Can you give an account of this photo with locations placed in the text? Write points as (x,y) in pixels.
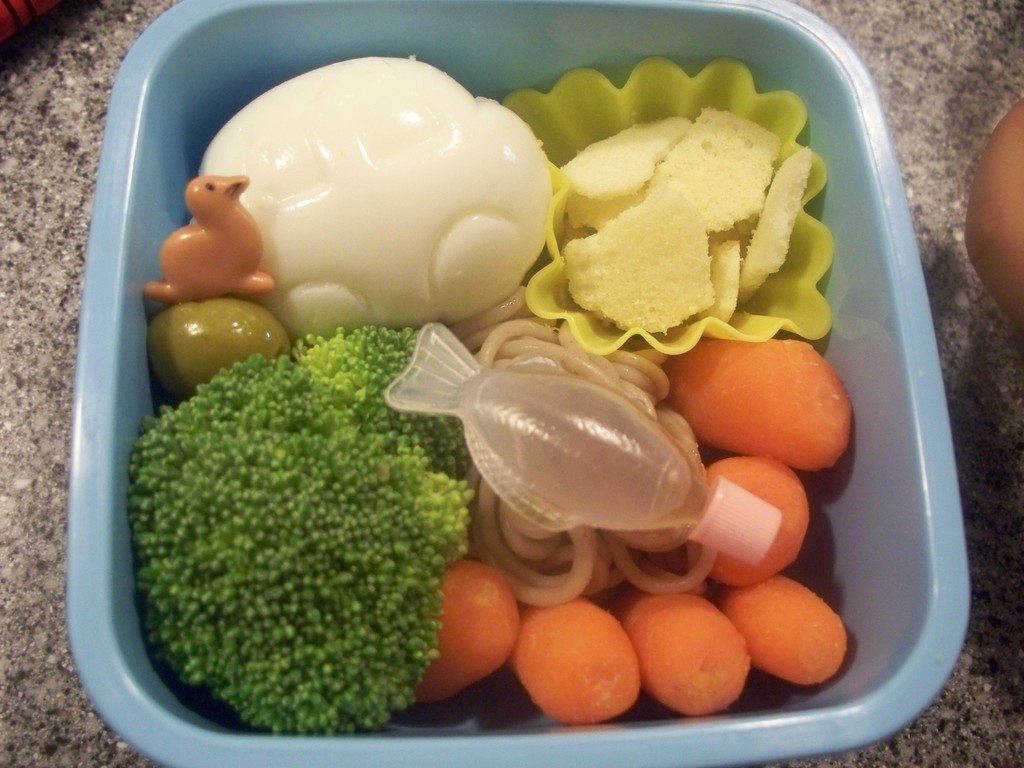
In the center of this picture (469,265) we can see a blue color bowl (83,342) containing food items (399,358) and some toys (497,412). In the background (1015,203) we can see some other objects (1011,196).
